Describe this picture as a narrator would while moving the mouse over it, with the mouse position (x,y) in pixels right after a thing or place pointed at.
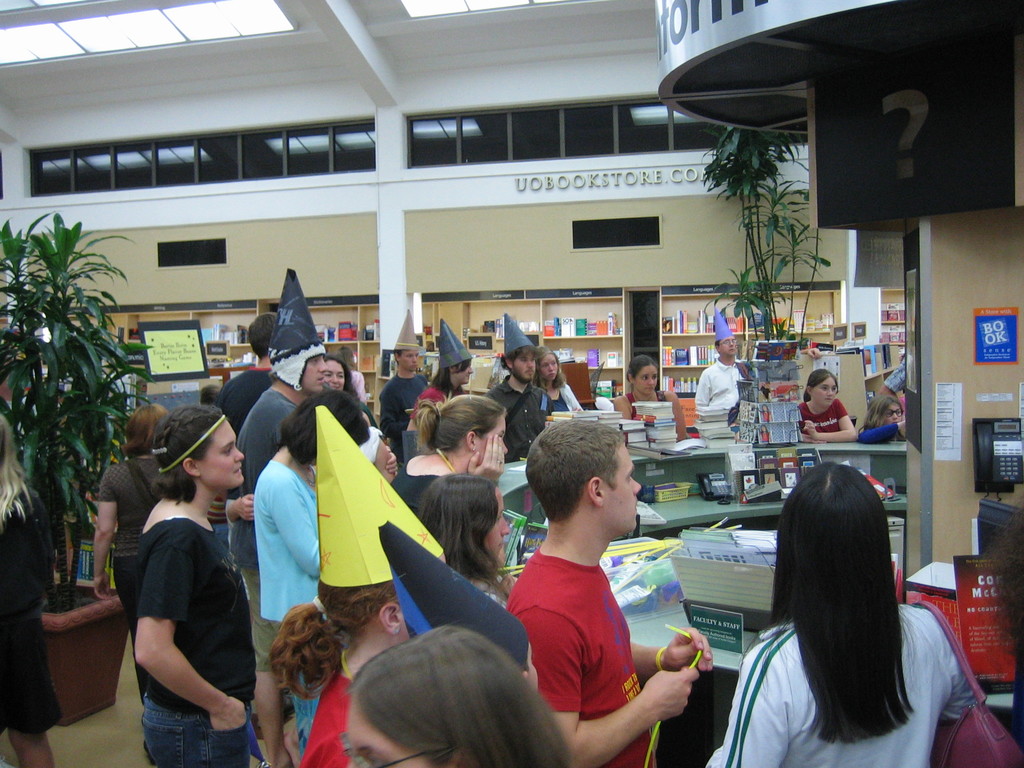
In this image we can see a few people (477,485) standing and a few people (315,653) are wearing caps (305,310) on their heads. Here we can see books (822,350), frames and some more objects (688,571) are kept on the table (900,475). Here we can see the telephone (997,460), posters (949,422) on the wall (988,283), flower pots (79,413), few objects (793,321) kept in the cupboards (688,343) and the wall (502,104) in the background (475,250).
